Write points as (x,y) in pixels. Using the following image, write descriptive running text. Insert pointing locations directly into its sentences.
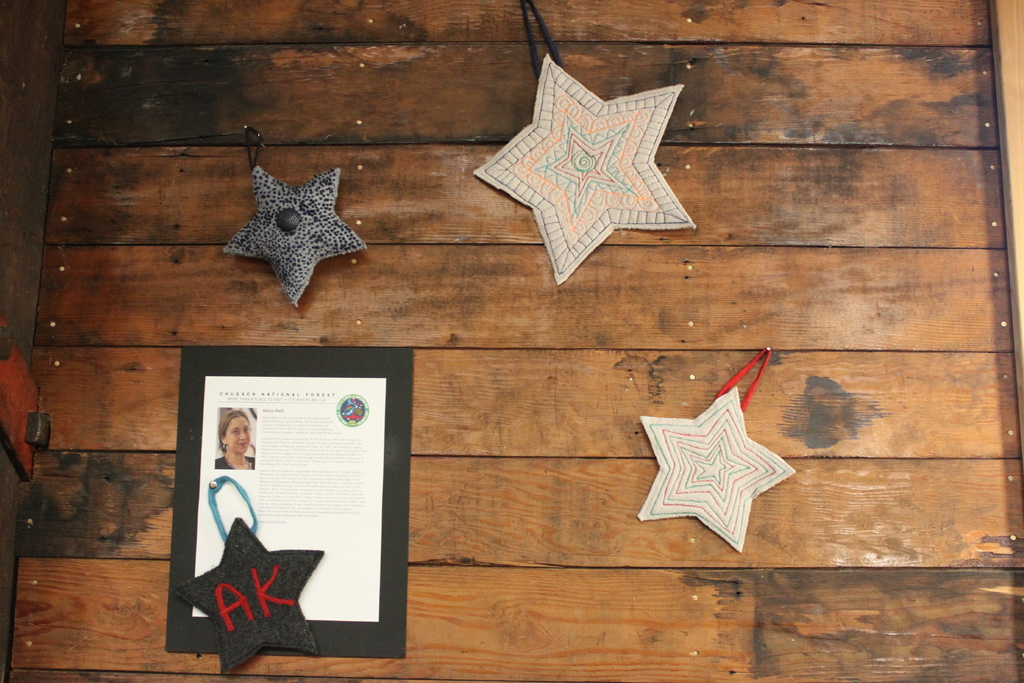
In this image, we can see crafts (248,648) and frame (352,440) on the wooden board (488,429). On the left side of the image (29,398), we can see few objects (14,378).
